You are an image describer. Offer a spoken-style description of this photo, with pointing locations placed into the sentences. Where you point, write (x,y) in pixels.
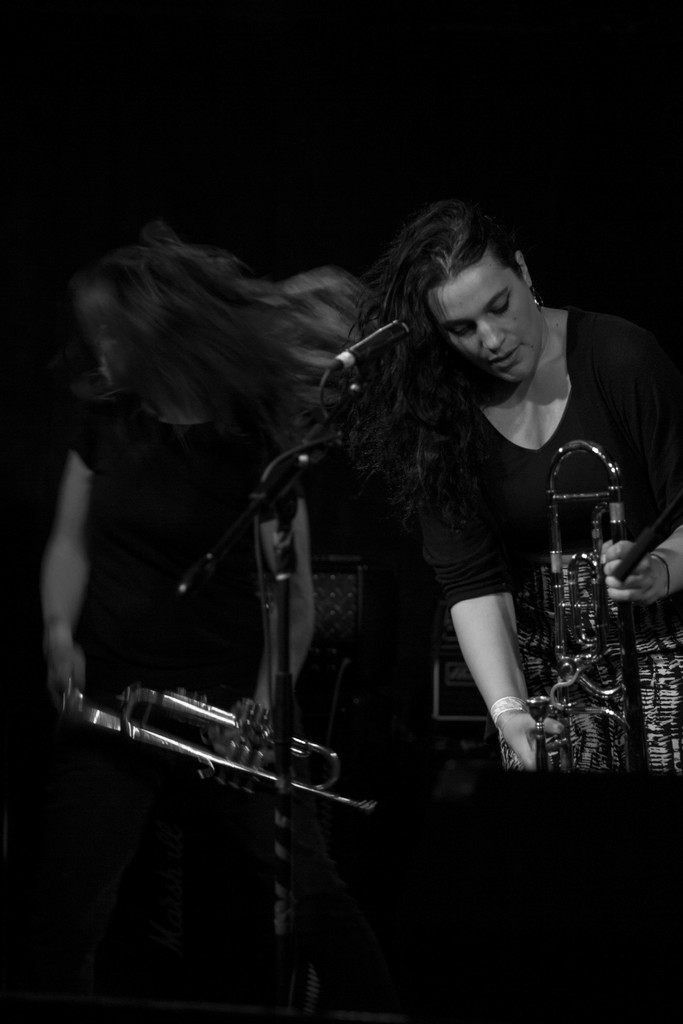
In this picture I can see couple of woman (262,373) standing holding trumpets (540,698) in their hands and I can see a microphone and a black color background (106,181).
